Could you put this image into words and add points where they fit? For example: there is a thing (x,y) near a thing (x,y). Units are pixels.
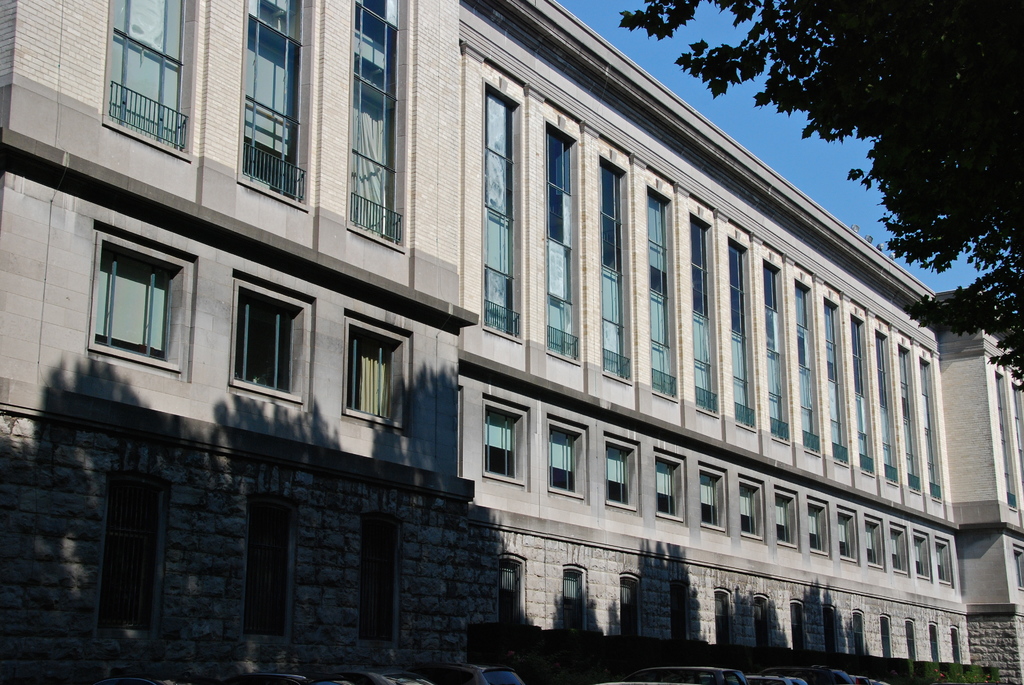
In this image in the center (637,262) there is one building (677,287), and on the top of the right corner (944,163) there is one tree (926,129) and sky (814,147).
